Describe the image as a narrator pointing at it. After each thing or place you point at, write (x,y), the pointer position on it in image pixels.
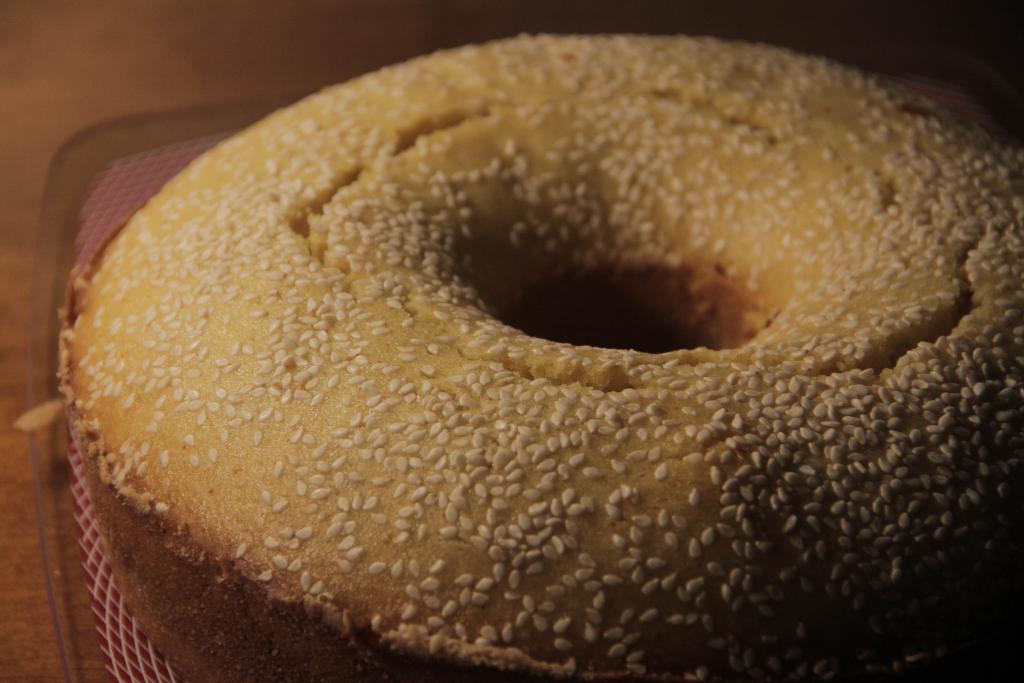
There are white color sesame seeds (213,285) arranged on the cake (741,72) which is placed on the cloth (145,638). Which is placed on the plate (86,673). And the plate (36,452) is placed on the wooden table (67,83).
